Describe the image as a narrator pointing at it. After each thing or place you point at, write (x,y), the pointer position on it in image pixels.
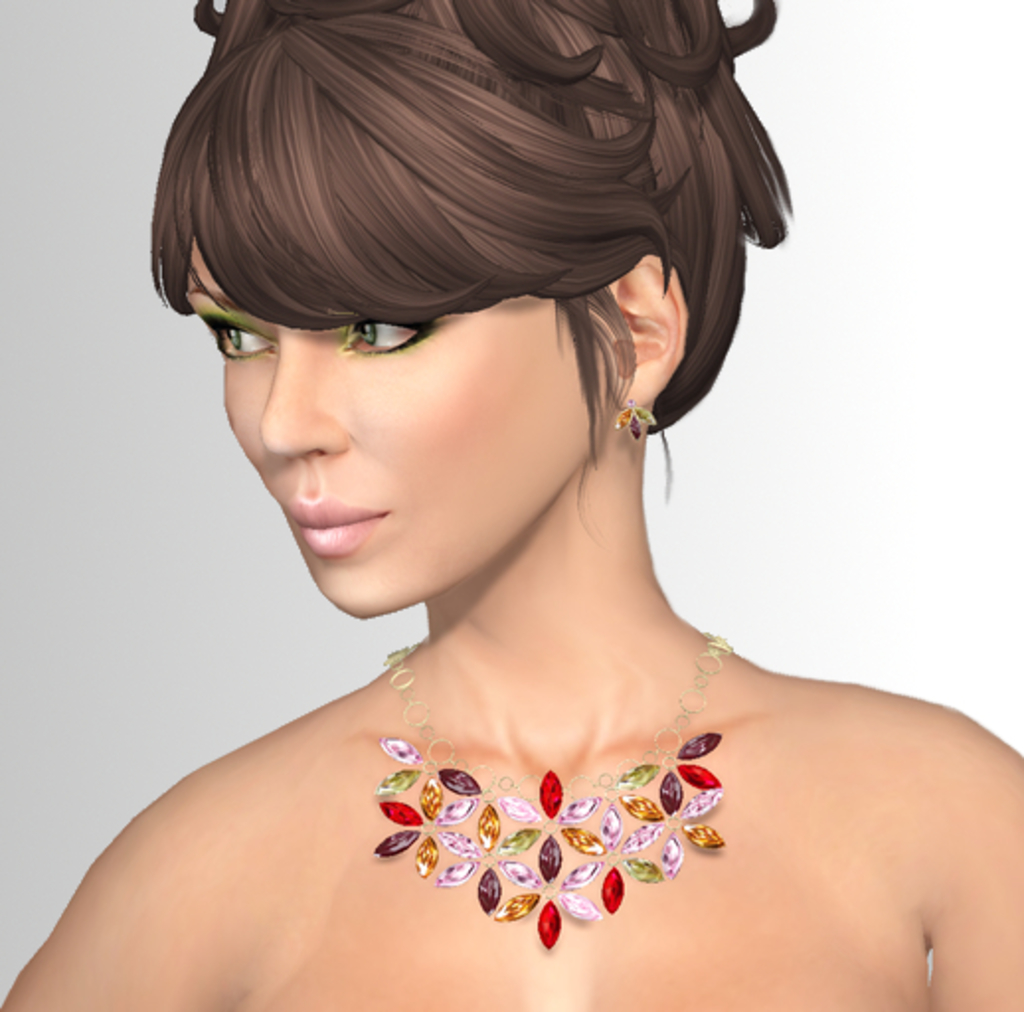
This image consists of an animated image. In which we can see a woman (735,978) and a necklace (615,897).
